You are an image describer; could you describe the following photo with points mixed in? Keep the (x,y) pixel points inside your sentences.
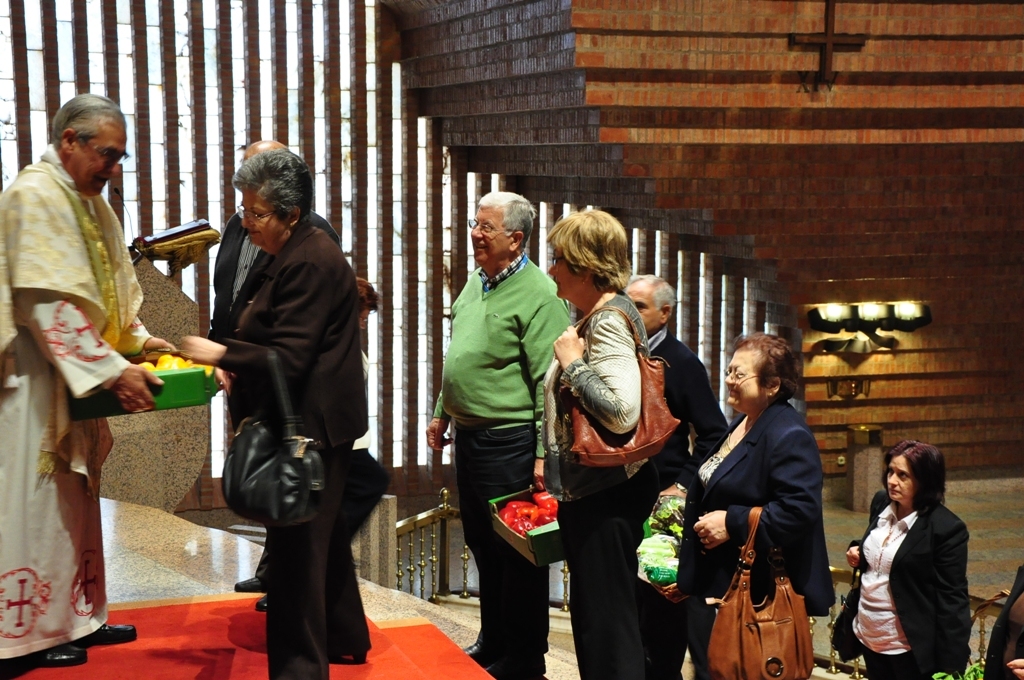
This image is taken inside a church (960,417). At the background (119,23) there is a wall (439,41) with brick (919,365) and lights (865,306). In the left side of the image (162,613) there is a floor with mat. In this room (456,526) there is a railing (419,566) and a steps (426,607). In this image there are few people (499,612) standing in a queue (357,312) wearing handbags (271,464).
